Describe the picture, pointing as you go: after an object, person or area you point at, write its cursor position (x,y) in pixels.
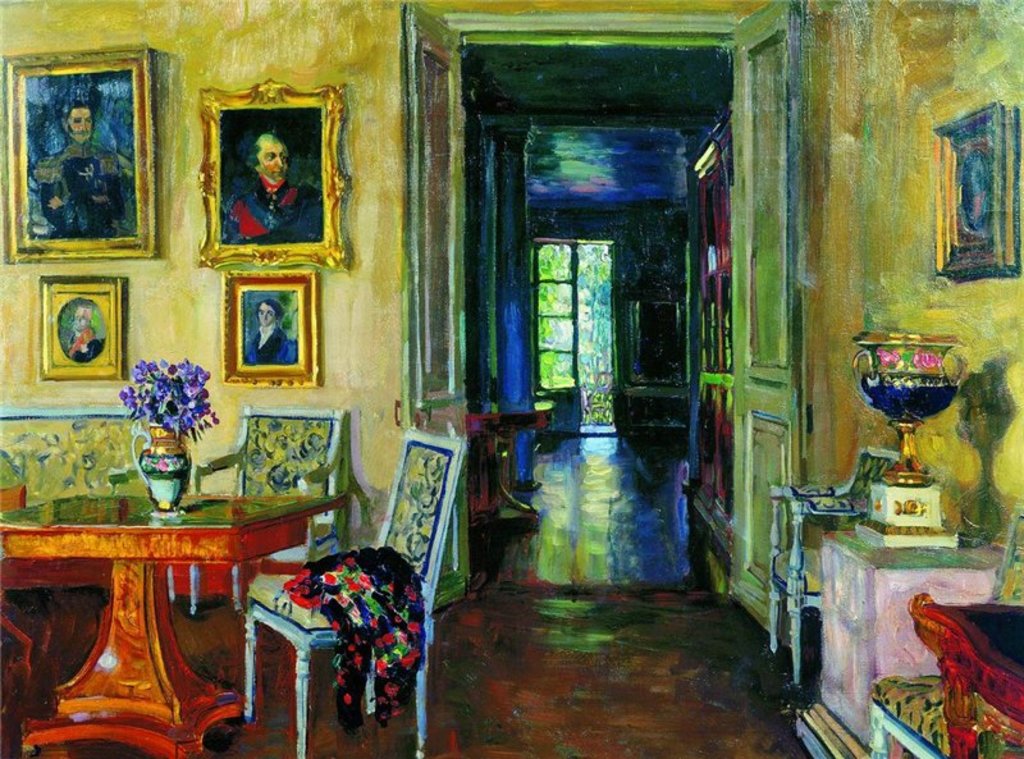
It is a painting image. On the left side of the image (178,541) there is a table (175,547). On top of it there is a flower pot (134,396). There are chairs (341,426). In the background of the image (120,180) there are photo frames (213,235) on the wall (201,315). On the right side of the image (966,666) there is a table (1012,695). There are chairs (794,634). There is a pillar (876,588). On top of it there is a cup (933,498). At the bottom of the image (668,695) there is a floor (649,686). In the center of the image (587,292) there is a door (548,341). There is a glass window (555,306) through which we can see trees (565,301).
